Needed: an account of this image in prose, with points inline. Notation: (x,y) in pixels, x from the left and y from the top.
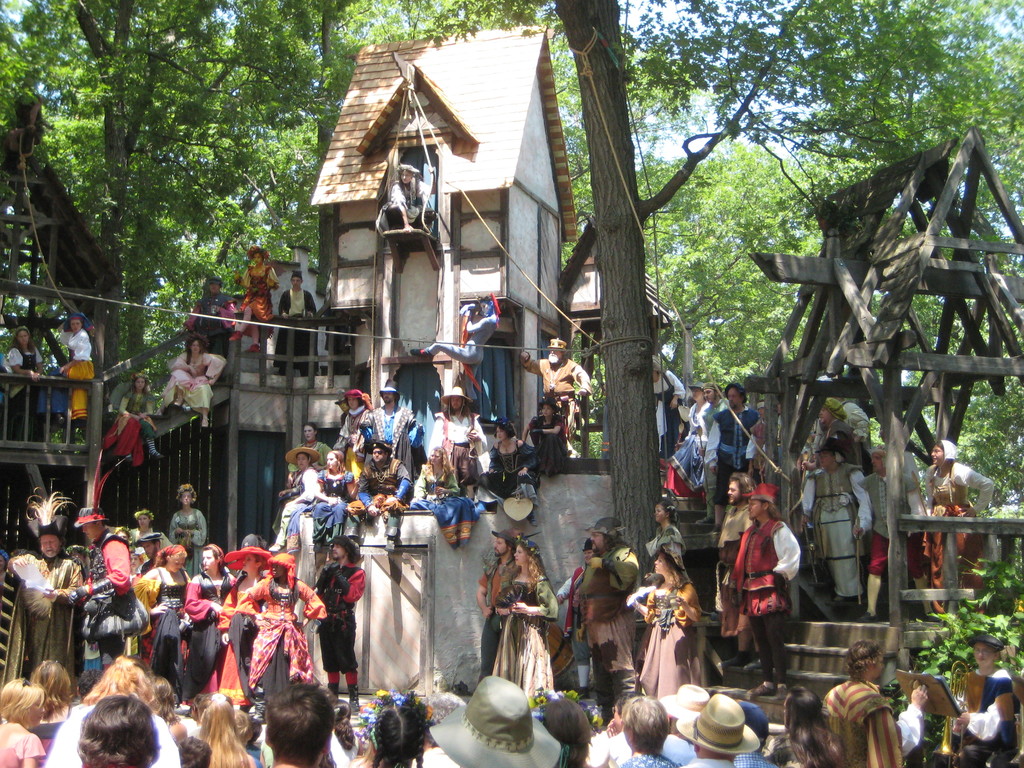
Here in this picture we can see number of people (550,418) sitting and standing over a place and we can see all of them are wearing different types of costumes (126,593) on them and in the middle (433,324) we can see a house (342,281) present and we can also see plants (938,669) and trees (637,333) covered and on the right side (911,316) we can see a wooden tower (826,341) present.
